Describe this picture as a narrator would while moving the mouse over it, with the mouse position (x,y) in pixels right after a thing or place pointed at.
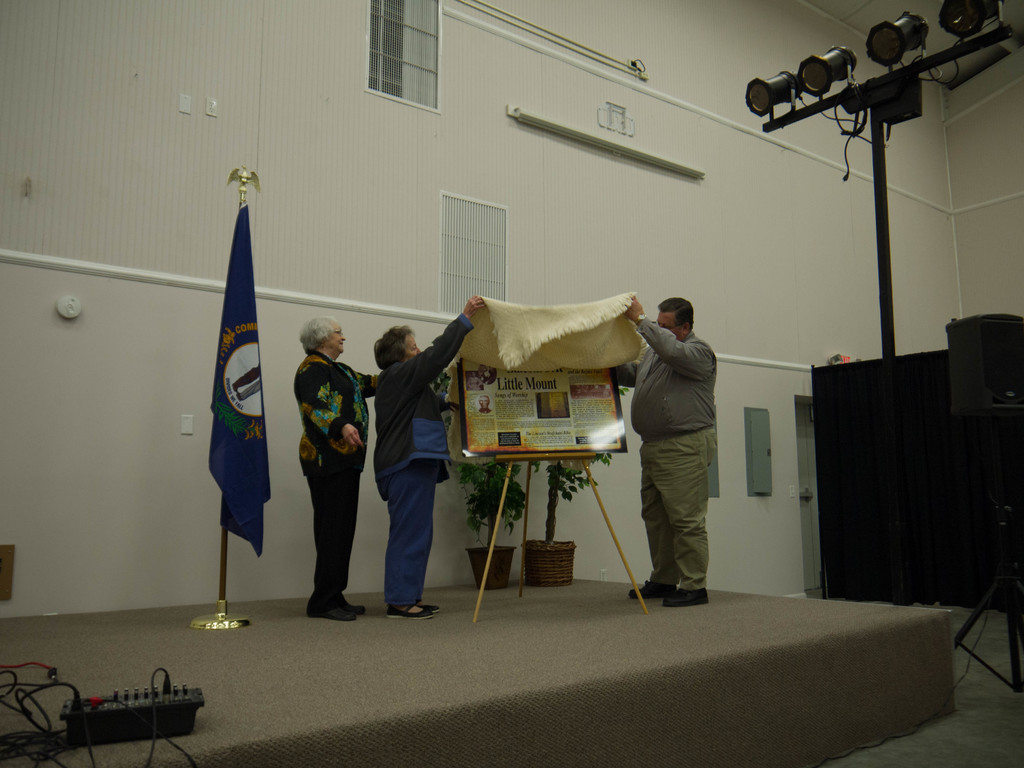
In this picture we can two old women (344,441) and a man (664,449) standing on the stage (727,600) and opening the poster (486,452). beside we can see blue color flag (244,408). Behind there is a wall (255,260) with window (410,77) and on the right corner of the image (776,131) there is a black color spot light stand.
